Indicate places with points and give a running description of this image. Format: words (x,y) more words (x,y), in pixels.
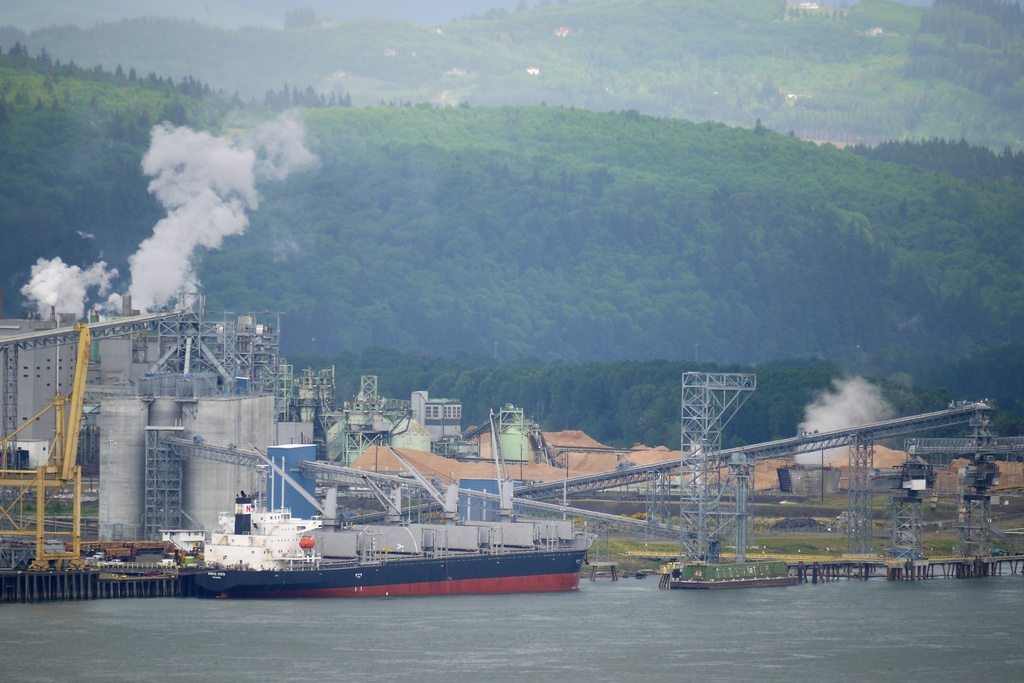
This picture shows a factory (537,441) and we see smoke (155,285) releasing from it. We see machines (356,407) and a ship (351,562) in the water (541,632) and we see trees (683,117) on the hills (845,68).
